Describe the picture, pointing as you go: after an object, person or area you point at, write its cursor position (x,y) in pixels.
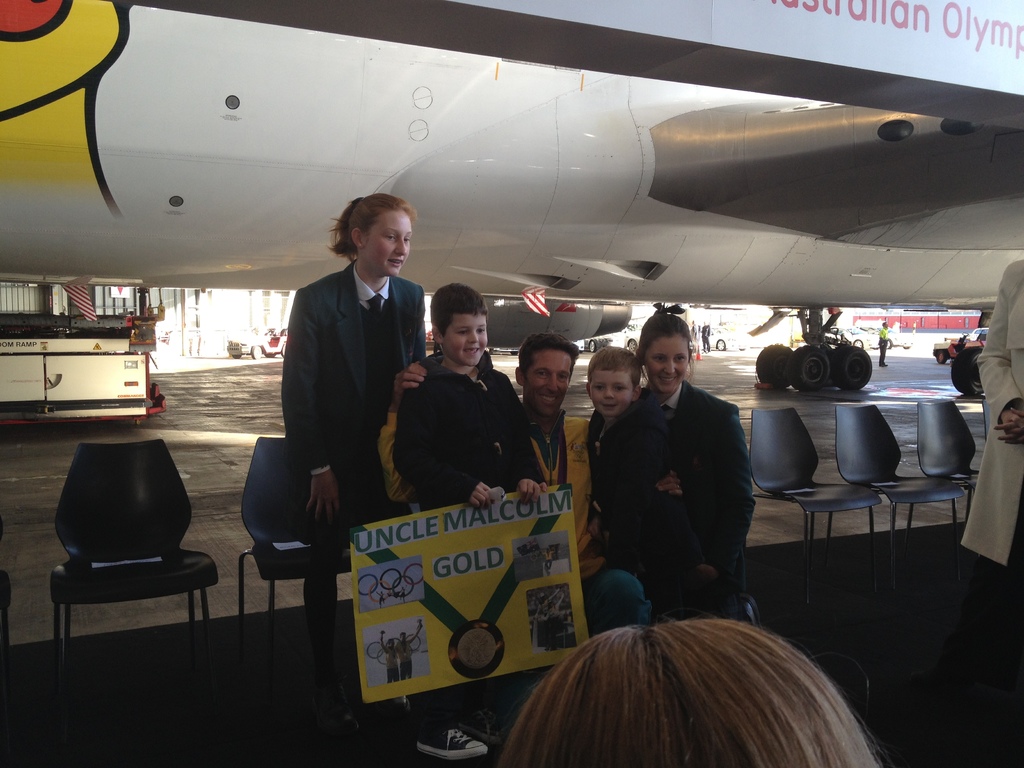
In this picture we can see man (551,358) in front (538,346) smiling and holding children's (515,395) with their hand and here woman (330,342) standing above them and here we have some chairs (186,522) and in background (125,122) we can see airplane (466,142), flag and on right (968,609) person (984,526) standing here head (678,686) of a person (628,682).
